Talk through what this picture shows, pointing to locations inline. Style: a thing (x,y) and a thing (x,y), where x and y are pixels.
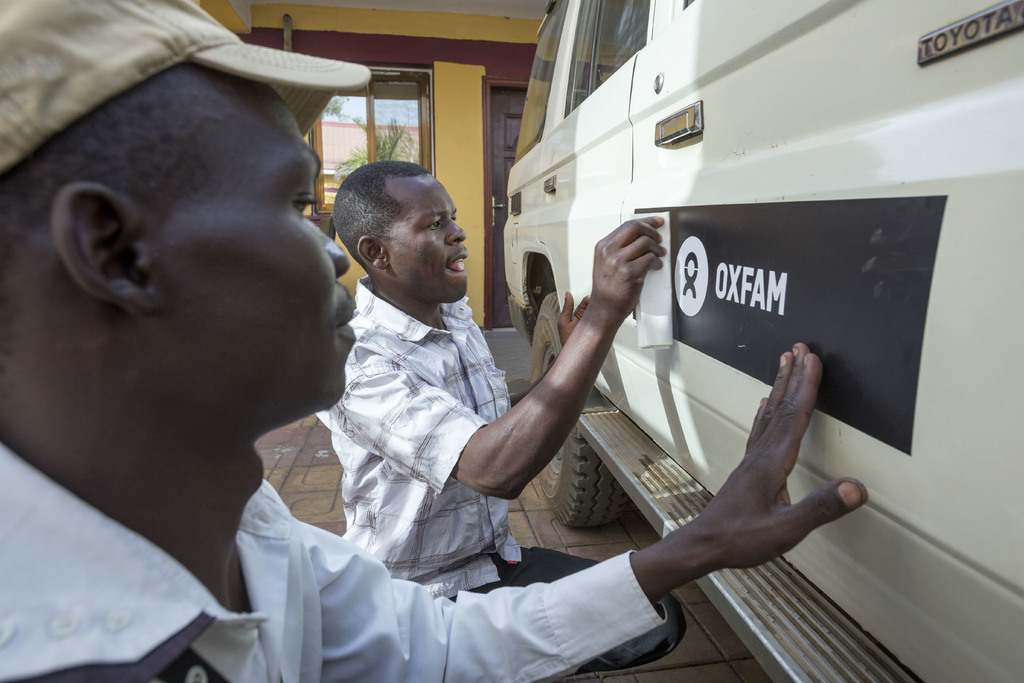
In this picture I can see there are two persons (344,681) sitting on the floor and there is a truck (519,183) on to right (917,485) and the person (136,467) at left (146,394) is wearing a cap (112,45) and the person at right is holding a white object (666,265) in his hand (656,244). There is a building (460,131), a door (495,121) and a window (410,126) in the backdrop (407,138). There is a tree (399,139) visible from the window (373,157).
